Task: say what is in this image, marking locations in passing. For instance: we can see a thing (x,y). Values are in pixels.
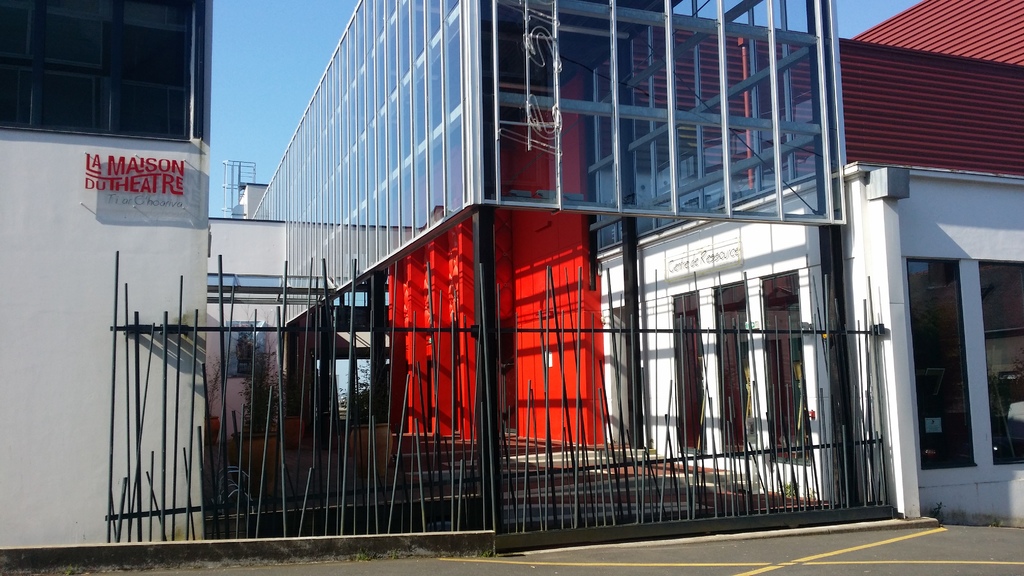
Front we can see a gate (599,403). Background (923,142) there is a building (826,209) with glass windows (915,320). Here we can see plants (259,395). Sky (297,42) is in blue color.
